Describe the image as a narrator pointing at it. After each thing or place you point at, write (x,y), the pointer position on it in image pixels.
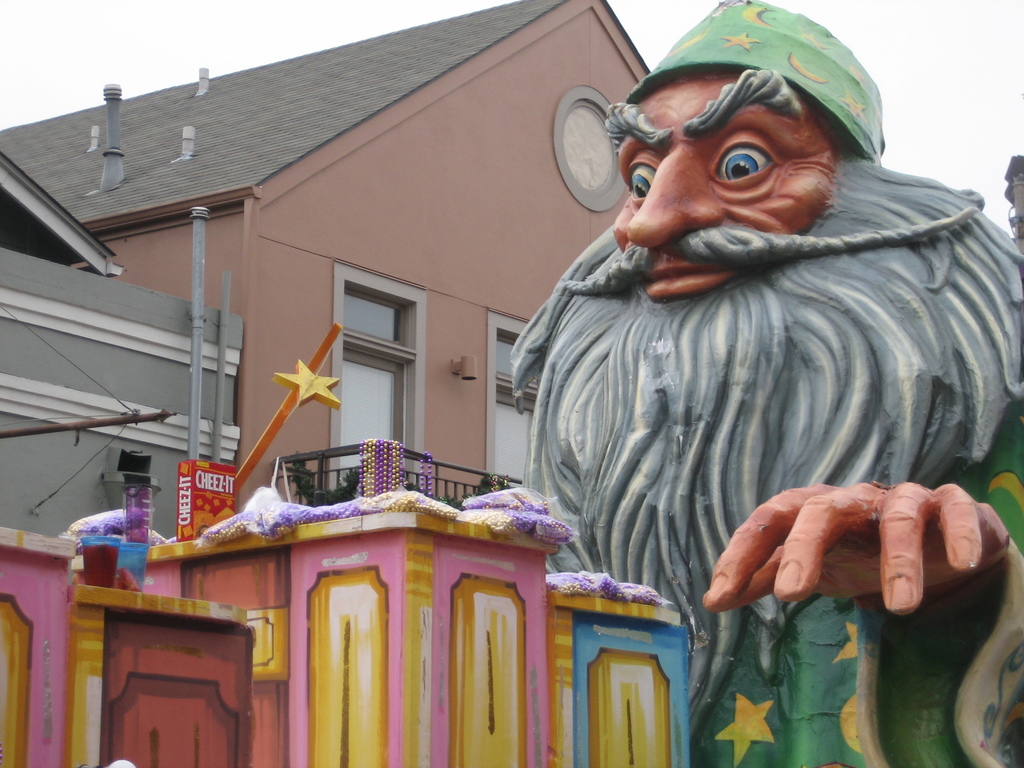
In this image I can see a statue (771,465) which is in different color. Back I can see building (378,381) and glass windows (362,387). The sky (230,52) is in white color.
